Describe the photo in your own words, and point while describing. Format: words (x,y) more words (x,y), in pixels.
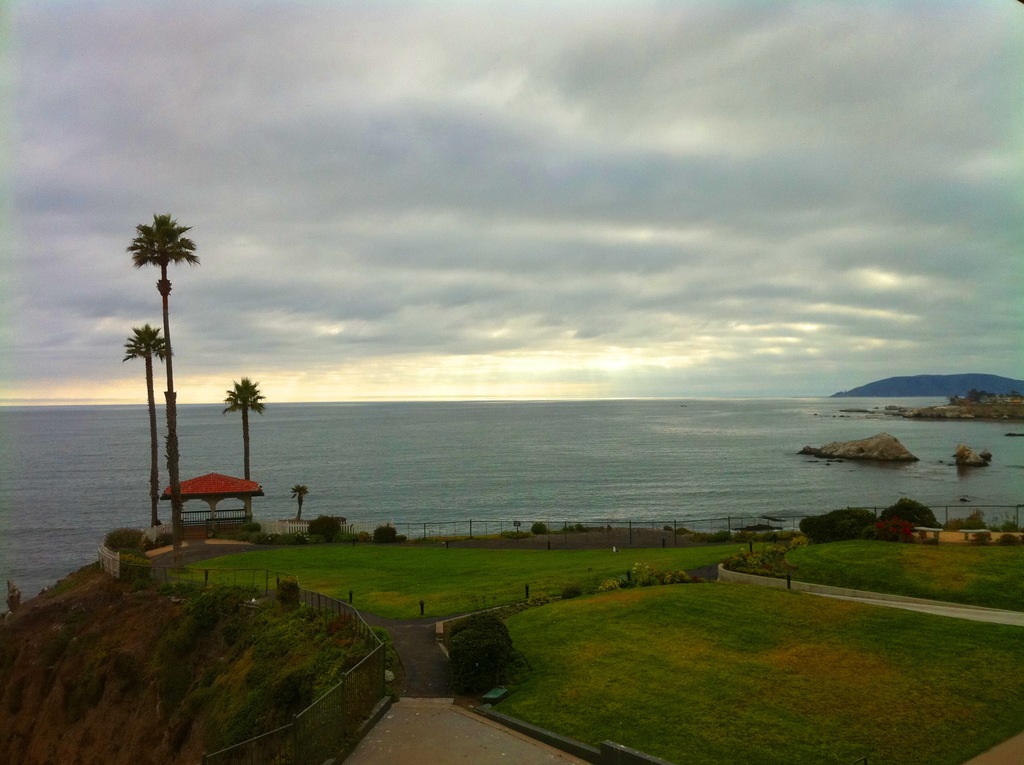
In the image we can see grass (775,695), plant (473,635), trees (247,466), mountain (1017,385), water (528,413), fence (410,523), footpath (420,714), big stones (890,447), tent (212,491) and a cloudy sky (228,63).
